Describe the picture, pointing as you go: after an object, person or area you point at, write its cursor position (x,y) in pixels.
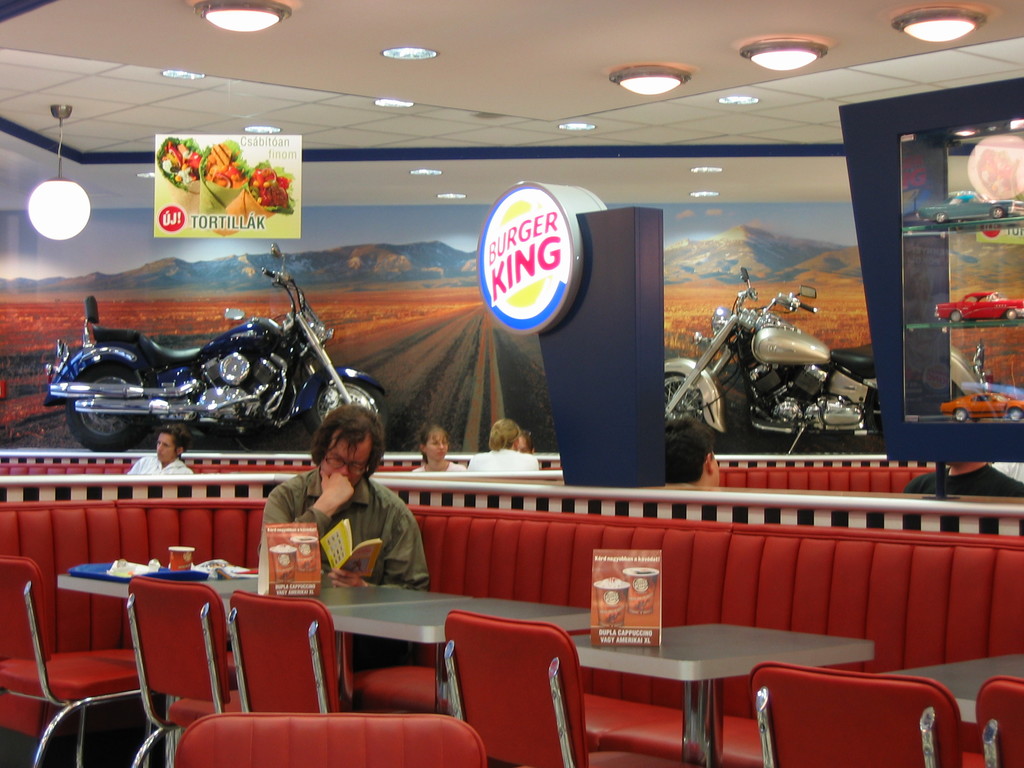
In this picture there is a person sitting on the couch (648,680) and reading a book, he has some food (120,571) in front of him there is a table (205,580) and in the backdrop (174,432) there are another persons (181,473) sitting and there is a motorcycle (271,333) and there is a picture (419,247) painted on the wall (433,315), there is a logo (541,243) here and on the ceiling (602,47) there are lights (662,90) attached.
